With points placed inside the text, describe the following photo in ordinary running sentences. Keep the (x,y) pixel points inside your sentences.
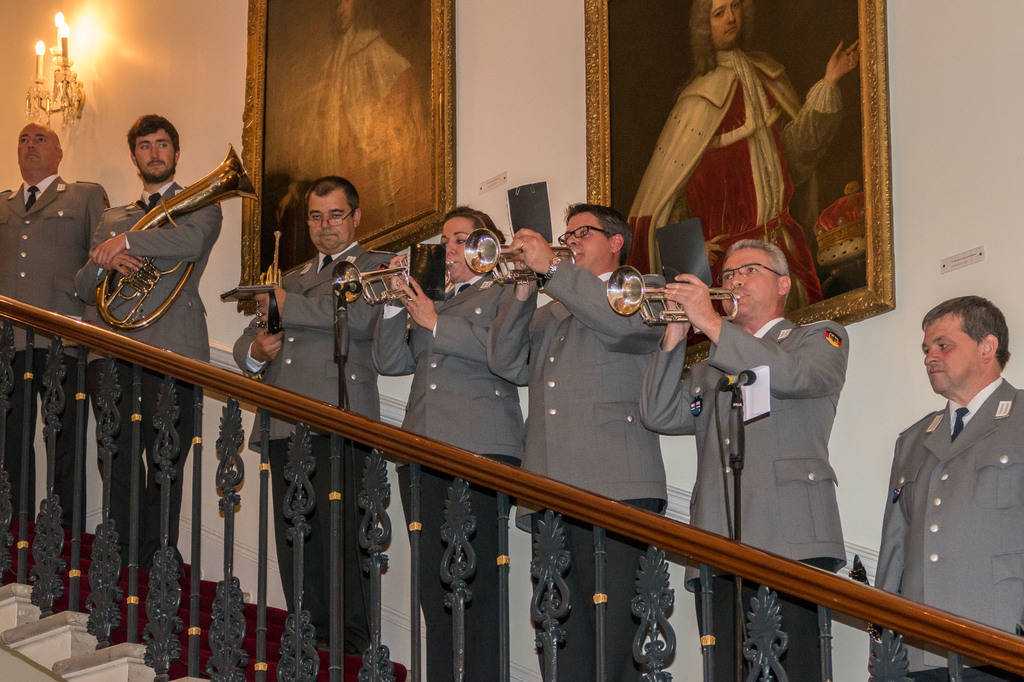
Here we can see few persons (644,393) are playing musical instruments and there are mike's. Here we can see a staircase (137,603), light (62,69) and frames (674,79). In the background (524,90) we can see wall (487,172).
